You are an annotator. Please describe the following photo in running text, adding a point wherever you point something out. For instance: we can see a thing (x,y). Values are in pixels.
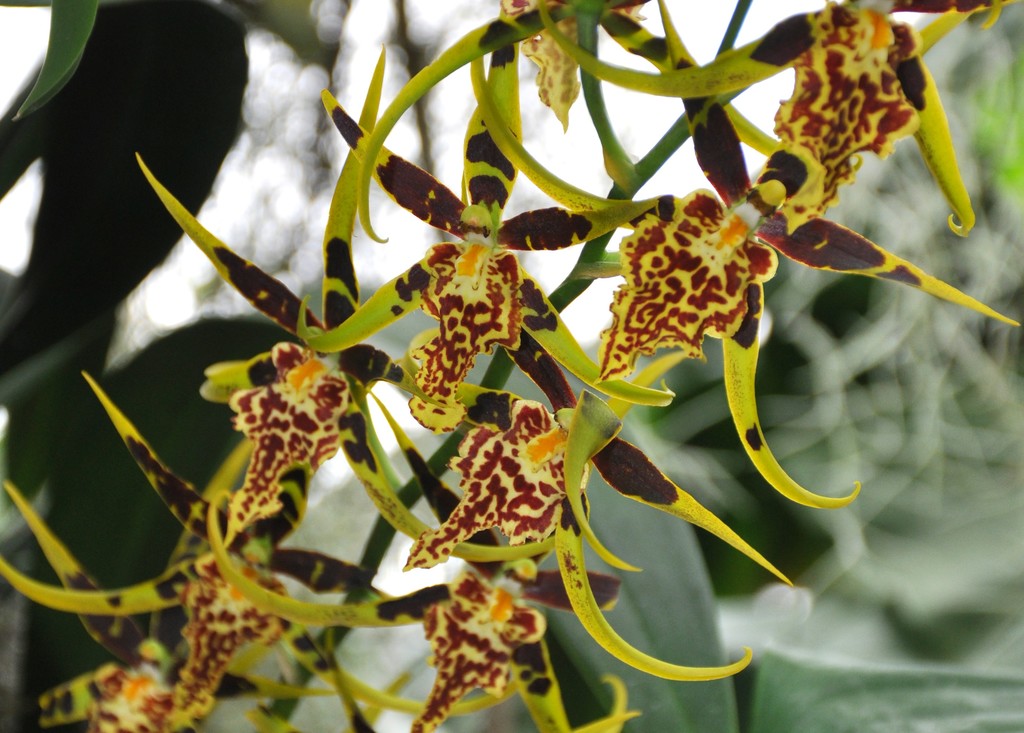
In this image, we can see some flowers (534,408) on the blur background.
